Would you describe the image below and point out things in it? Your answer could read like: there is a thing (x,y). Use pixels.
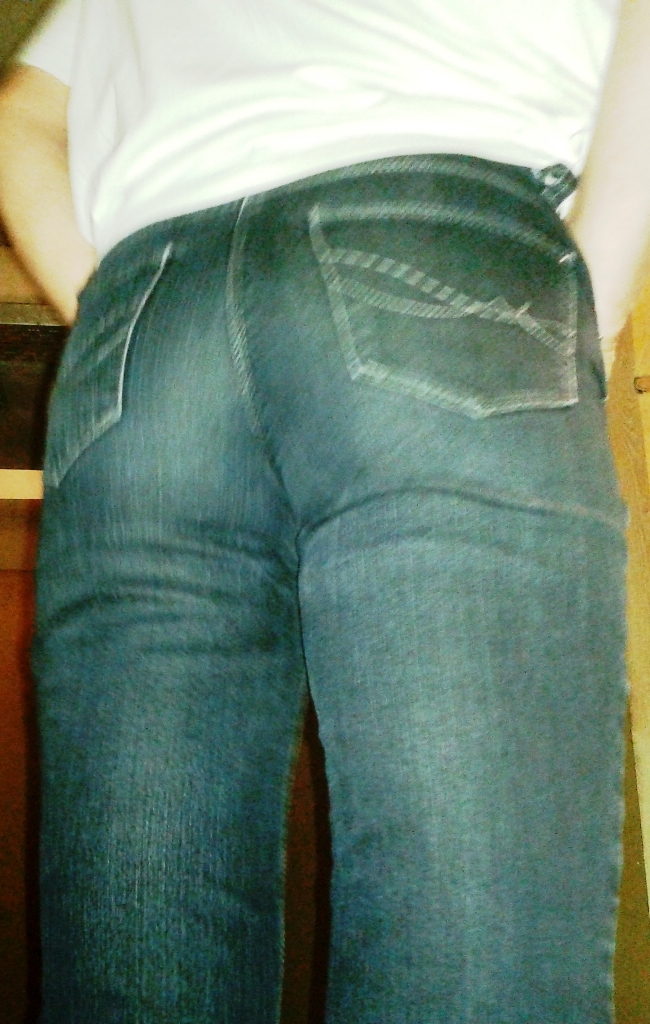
In the image we can see a person (266,115) standing, wearing clothes (262,63).
